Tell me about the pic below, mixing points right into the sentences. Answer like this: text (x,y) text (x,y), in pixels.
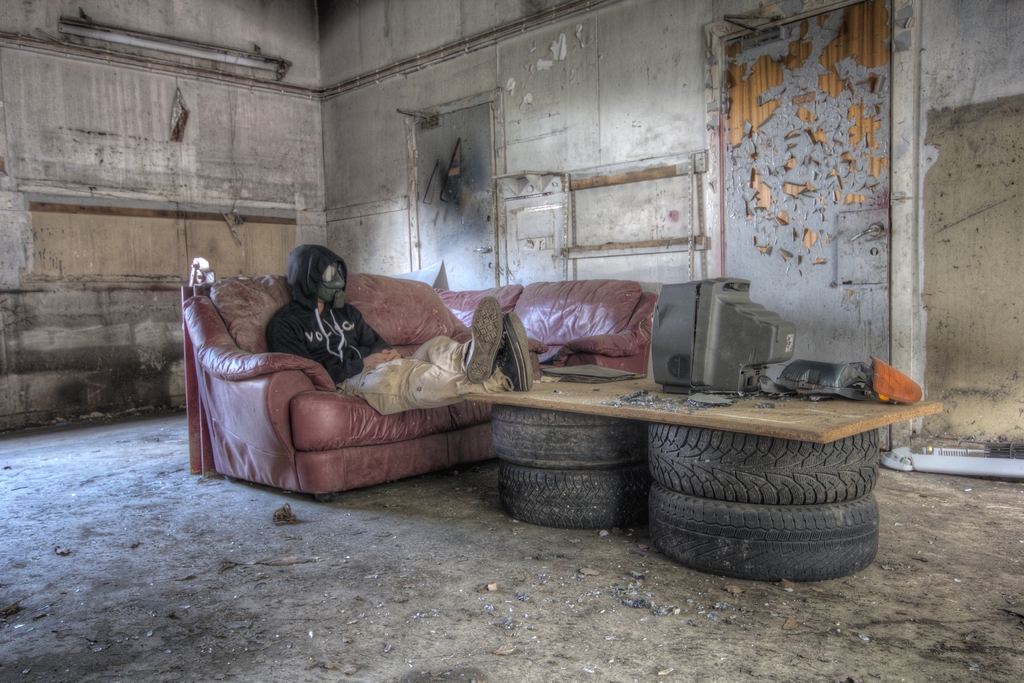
In this image we can see a person (397,382) with a mask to the face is sitting on a sofa (427,291) and kept legs (356,379) on a wooden board (594,406) which is on the tyres (592,481) and on it there is a TV (667,357) and objects (598,380). In the background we can see doors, an object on the wall (52,223). There is an object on the ground (1009,523).
